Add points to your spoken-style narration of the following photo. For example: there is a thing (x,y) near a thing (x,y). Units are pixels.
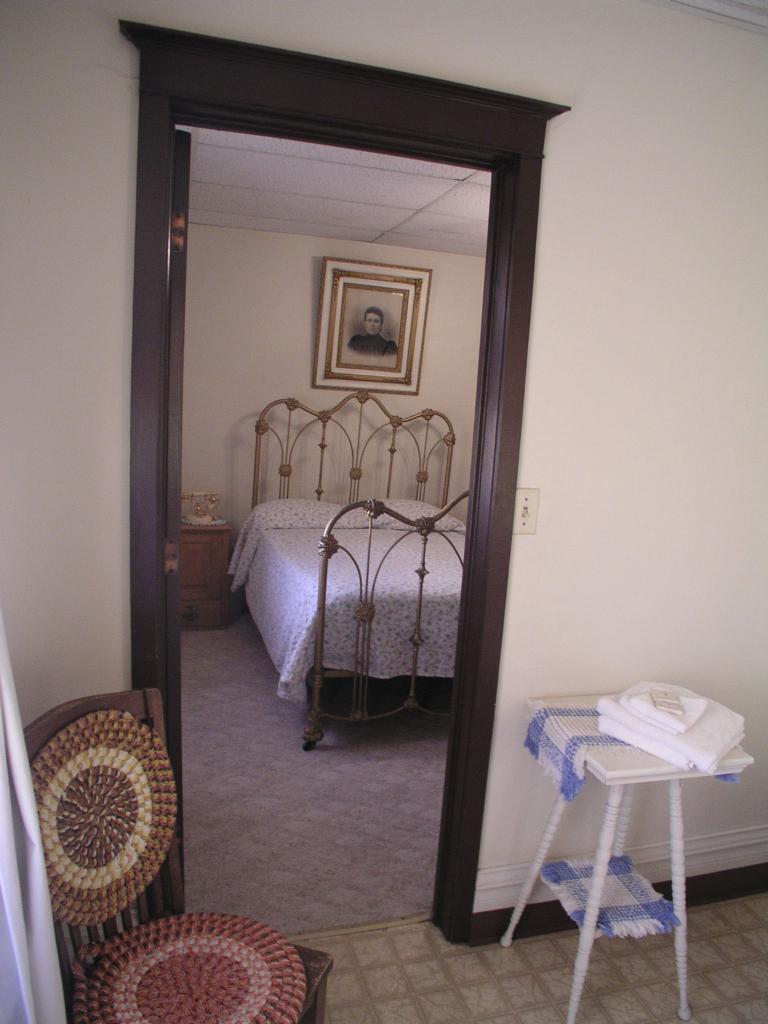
This picture is of inside the room (665,729). On the right (700,730) there is a table (679,830), on the top of which a towel (716,744) is placed. On the left (123,791) there is a chair (239,944). In the center (408,347) we can see a bed (391,507) and picture frame (366,315) hanging on the wall (251,337). On the left corner (211,537) there is a side table (210,556), on the top of which a telephone (211,513) is placed.
